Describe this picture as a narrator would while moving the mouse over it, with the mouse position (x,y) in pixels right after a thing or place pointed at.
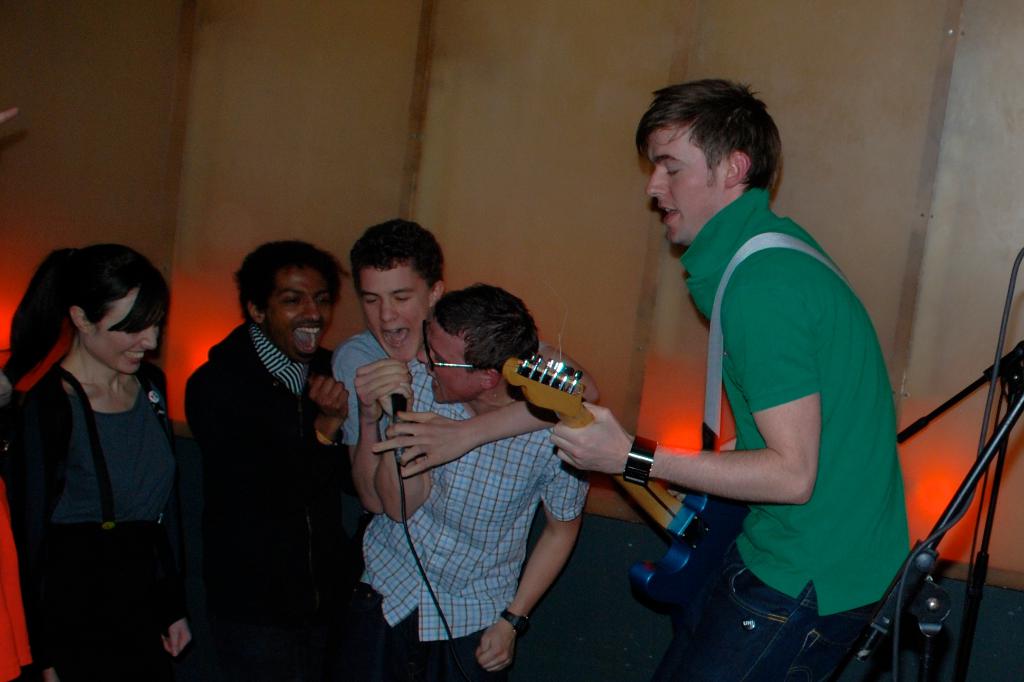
In this picture we can see a man (713,220) in the green t shirt (749,263) and he is holding a guitar (712,519). On the right side of the man (724,304) there are stands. On the left side of the man (598,442) there is a group of people (227,478) standing and two men (369,440) holding a microphone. Behind the people (758,375) there is a wall (381,85).
